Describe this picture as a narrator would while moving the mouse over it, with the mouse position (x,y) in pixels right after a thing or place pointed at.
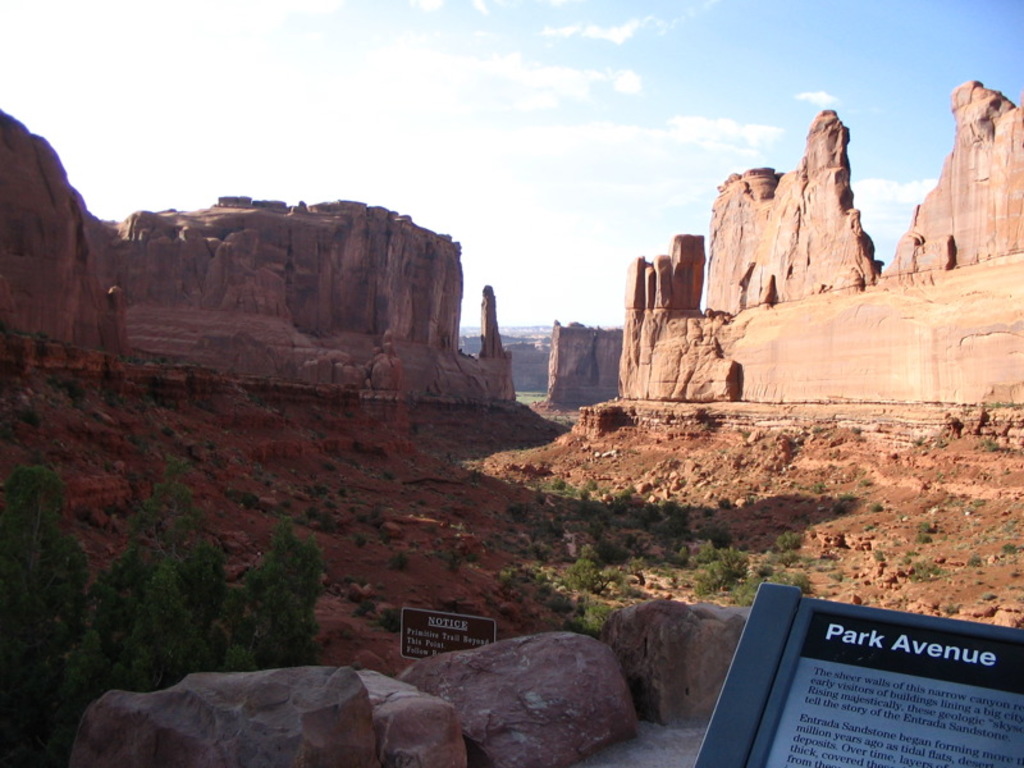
In this image there are few rock mountains (402,270), few plants (519,578) and trees (71,569), stones (640,606), mud (685,590), sign boards (781,587) and some clouds (390,95) in the sky (454,181).
